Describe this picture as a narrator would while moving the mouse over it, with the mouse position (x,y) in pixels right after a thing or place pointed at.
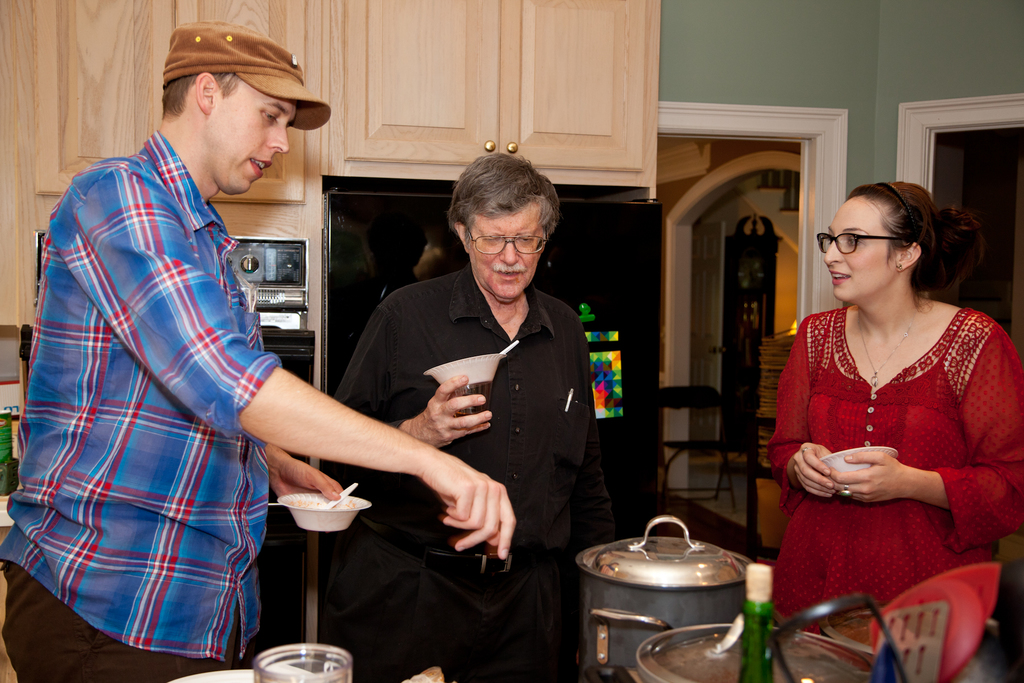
In this image we can see there are three people (799,495) standing and holding bowl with spoon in their hand (273,479), in front of them there are some kitchen utensils (609,639), behind them there is a refrigerator (354,263), oven (273,294) and cupboards (545,93).
